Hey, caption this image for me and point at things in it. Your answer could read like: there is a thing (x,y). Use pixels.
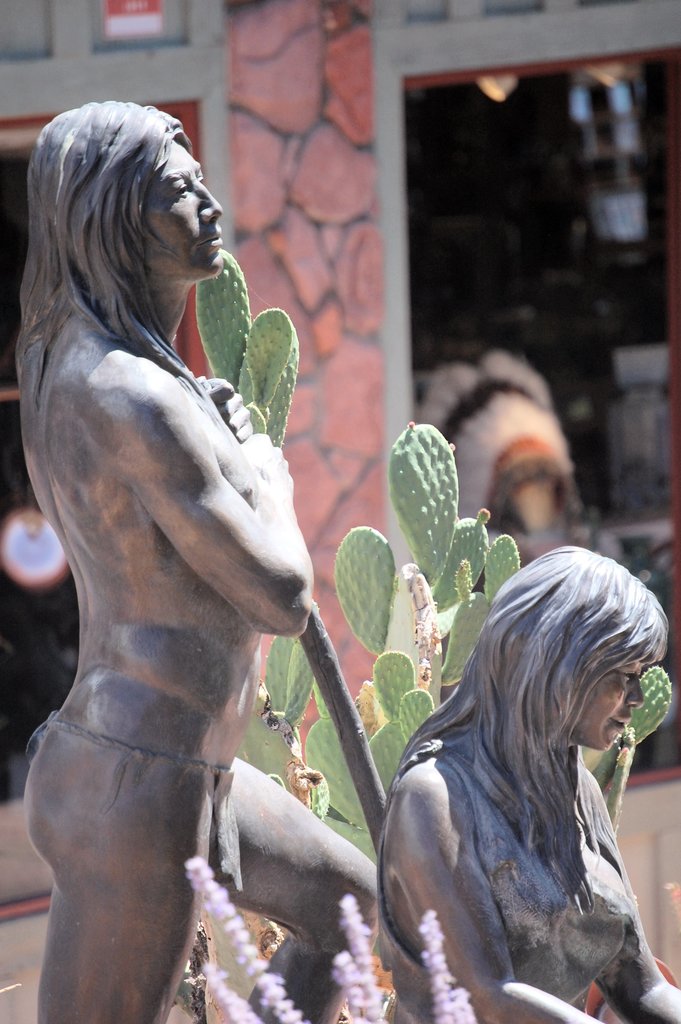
In this image I can see the statue (224,781) of two persons (137,752). In the background (439,410) I can see the plant (409,641) in green color, few glass walls (480,178) and the building (368,46) is in gray color.
